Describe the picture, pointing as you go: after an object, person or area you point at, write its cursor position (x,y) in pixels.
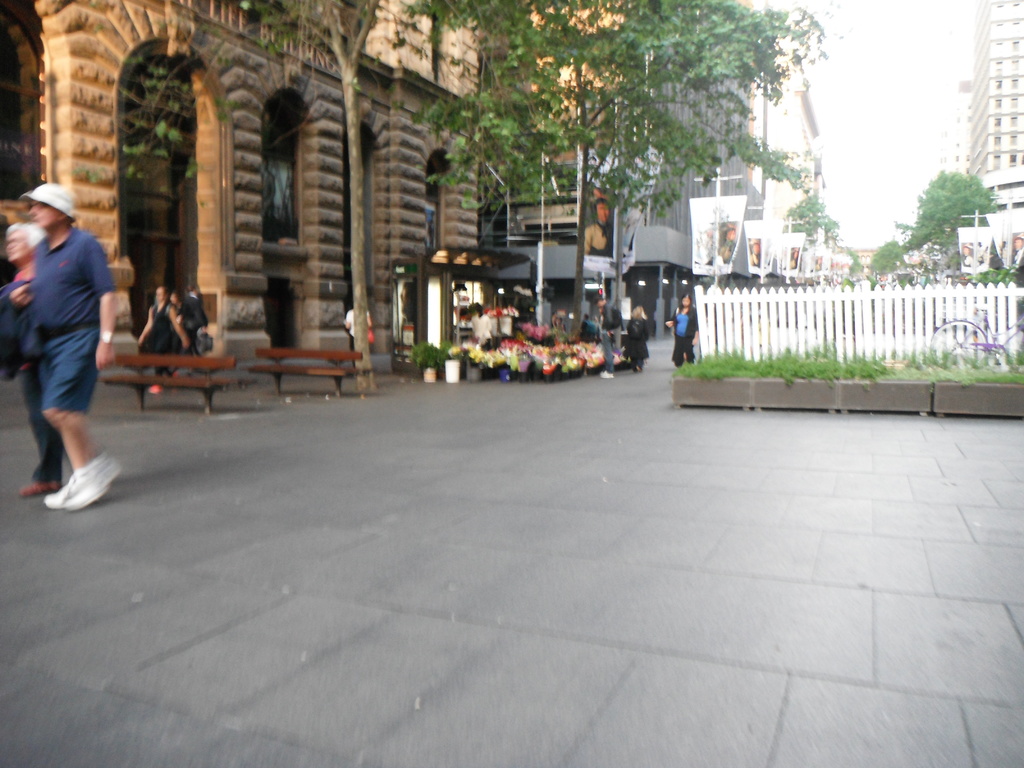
At the top (871,96) we can see sky (887,76). Here we can see buildings (735,132) and trees (699,153). These are benches (305,362). Here we can see flower plants (522,365) with pots (495,369). We can see few persons (72,386) standing and walking on the road (203,403). This is a fence (870,327) in white colour. These are boards (757,251) over poles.
